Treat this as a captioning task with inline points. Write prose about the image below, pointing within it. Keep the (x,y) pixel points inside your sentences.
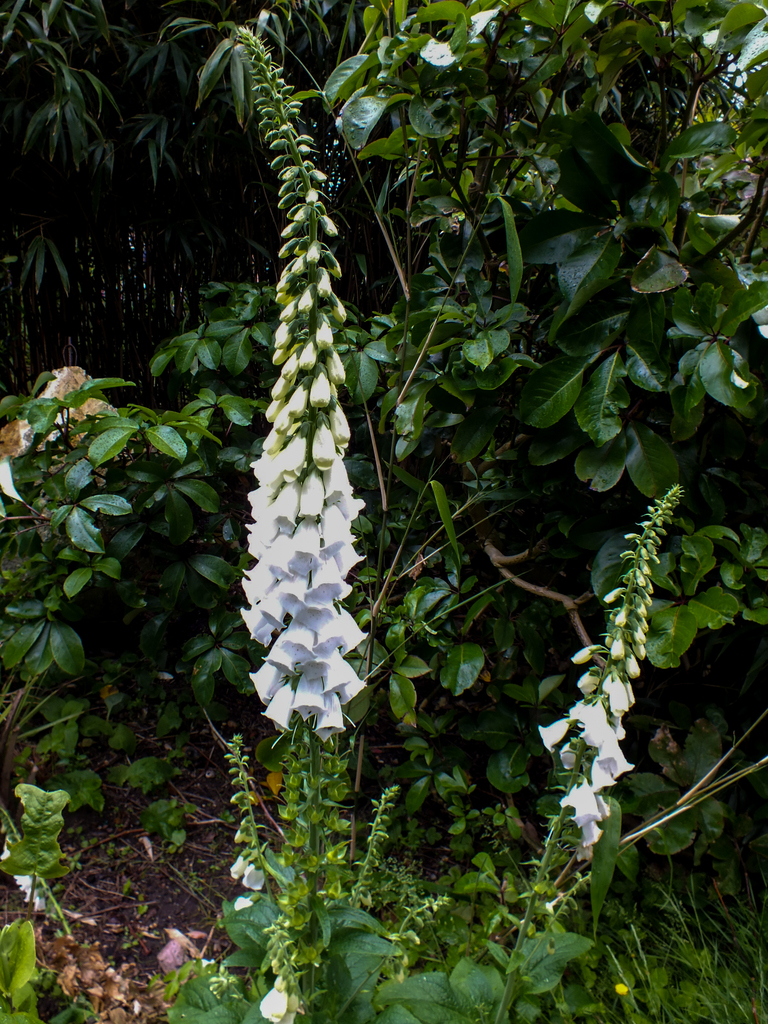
In this image there are many plants (464,477) with green leaves (362,477), stems (504,894) and flowers (307,555). This image is taken outdoors. At the bottom of the image (701,977) there is a ground (675,998) with grass (698,951) on it and there are few dry leaves (113,980) on the ground (188,819).
